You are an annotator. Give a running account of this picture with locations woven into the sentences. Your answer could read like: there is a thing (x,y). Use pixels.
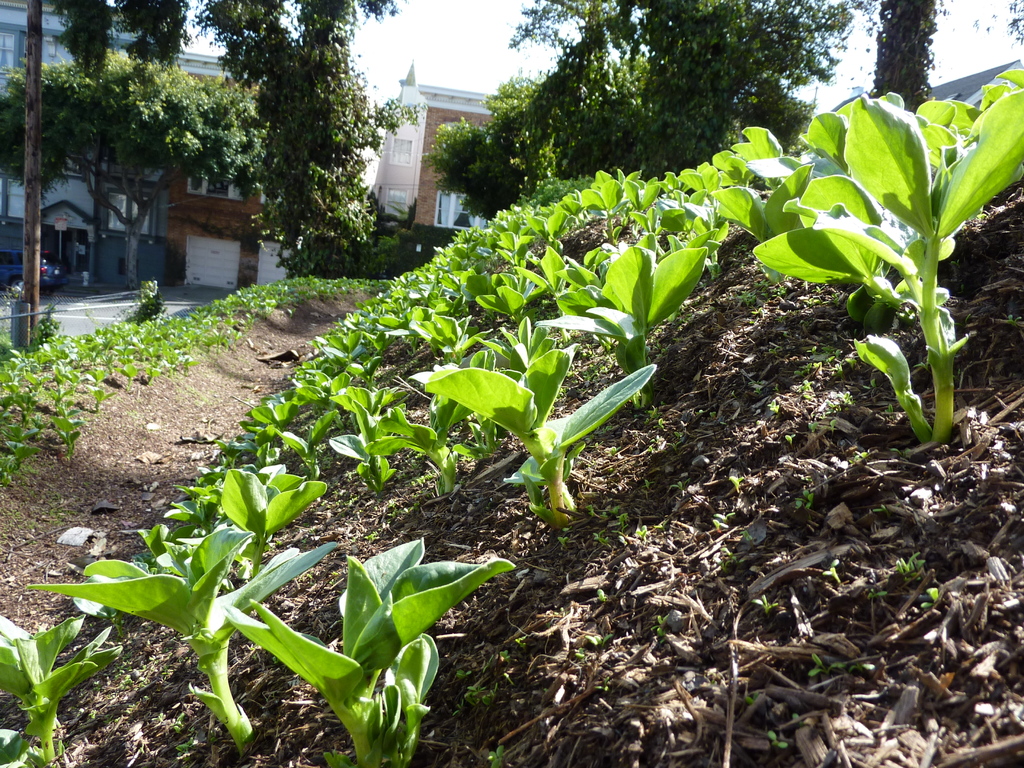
This picture is clicked outside. In the foreground (288,710) we can see the plants (260,487) and some other objects (617,575). In the background (243,283) we can see the sky (447,55), buildings (404,163), trees (459,178), vehicle (63,268) and a pole (34,30) and some other objects (46,317).
